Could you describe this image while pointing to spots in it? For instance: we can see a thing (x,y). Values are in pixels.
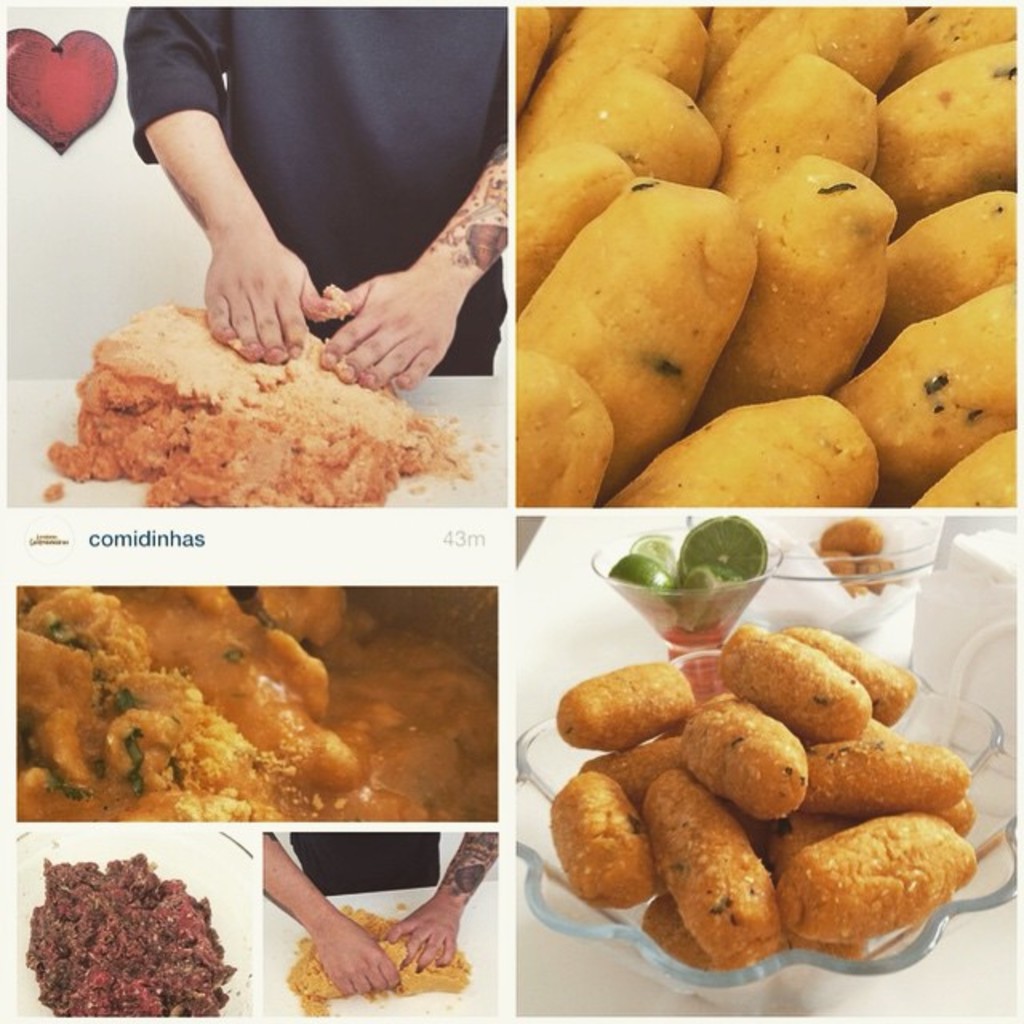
In this image I see a person (412,229) and I see different food items (530,224) and I see few things (898,699) over here on the glass bowl (966,723) and I see that this is a collage image and I see a word (162,530) written over here.
